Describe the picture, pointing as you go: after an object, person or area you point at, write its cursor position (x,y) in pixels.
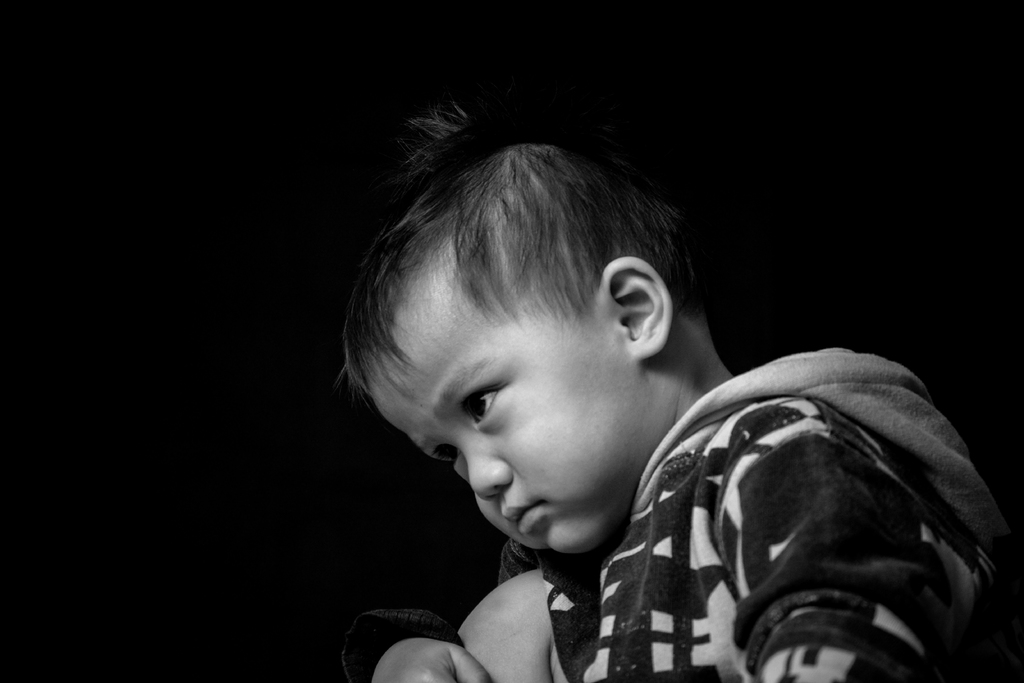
This is black and white image where we can see a boy (659,613). The background (941,309) is dark.
